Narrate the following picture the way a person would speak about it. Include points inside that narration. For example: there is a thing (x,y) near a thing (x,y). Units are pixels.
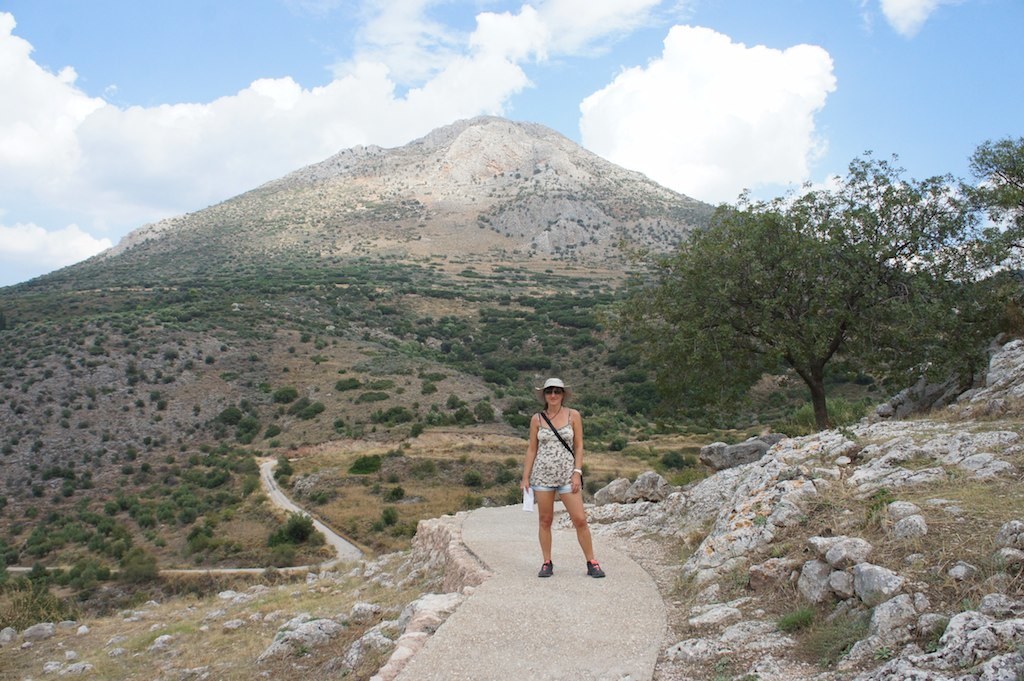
This is an outside view. Here I can see a woman (555,435) standing on the road (555,596) and giving pose for the picture. On both sides of the road (566,587) there are rocks (864,581) on the ground (868,562). On the right side (871,269) there is a tree (757,311). In the background (460,245) there are many trees (345,279) and a hill (363,165). At the top of the image (185,53) I can see the sky (198,56) and clouds (182,169).
